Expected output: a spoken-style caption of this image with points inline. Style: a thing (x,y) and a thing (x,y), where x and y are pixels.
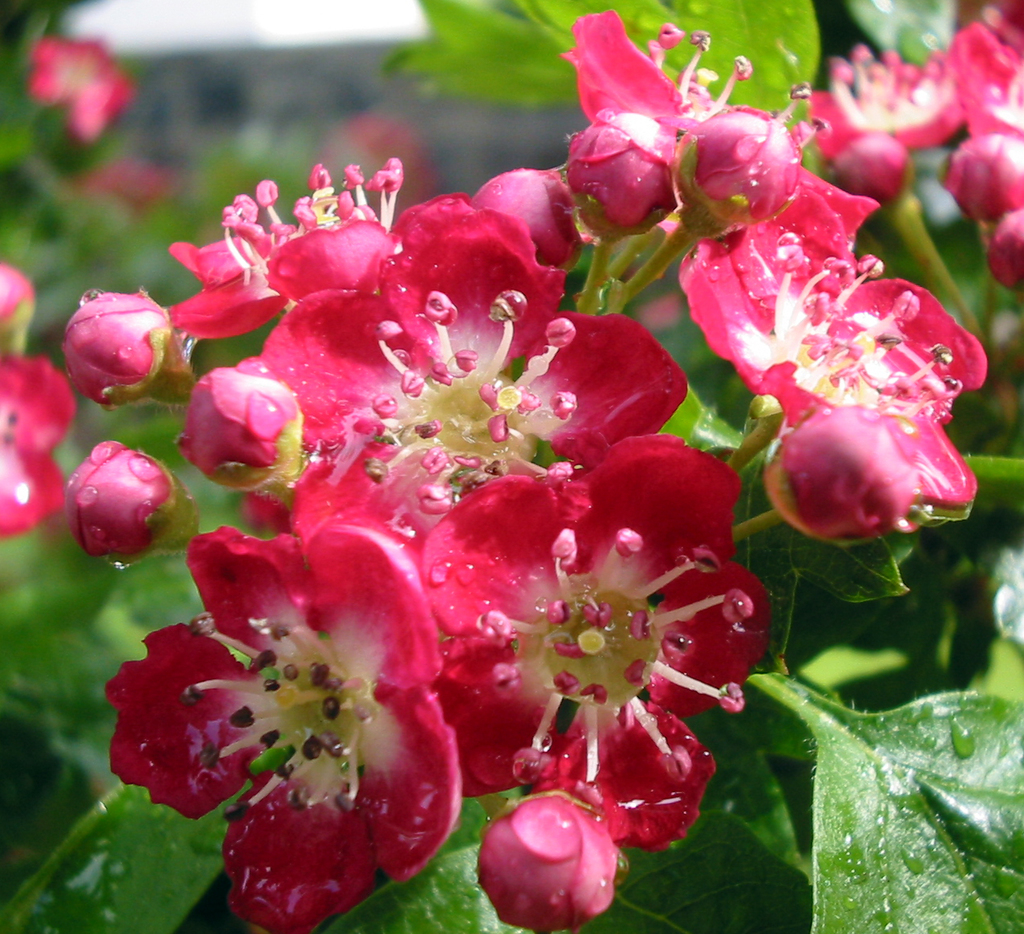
In this picture shows i see plants (454,901) and pink color flowers (465,335) and we see few water droplets (958,719).
